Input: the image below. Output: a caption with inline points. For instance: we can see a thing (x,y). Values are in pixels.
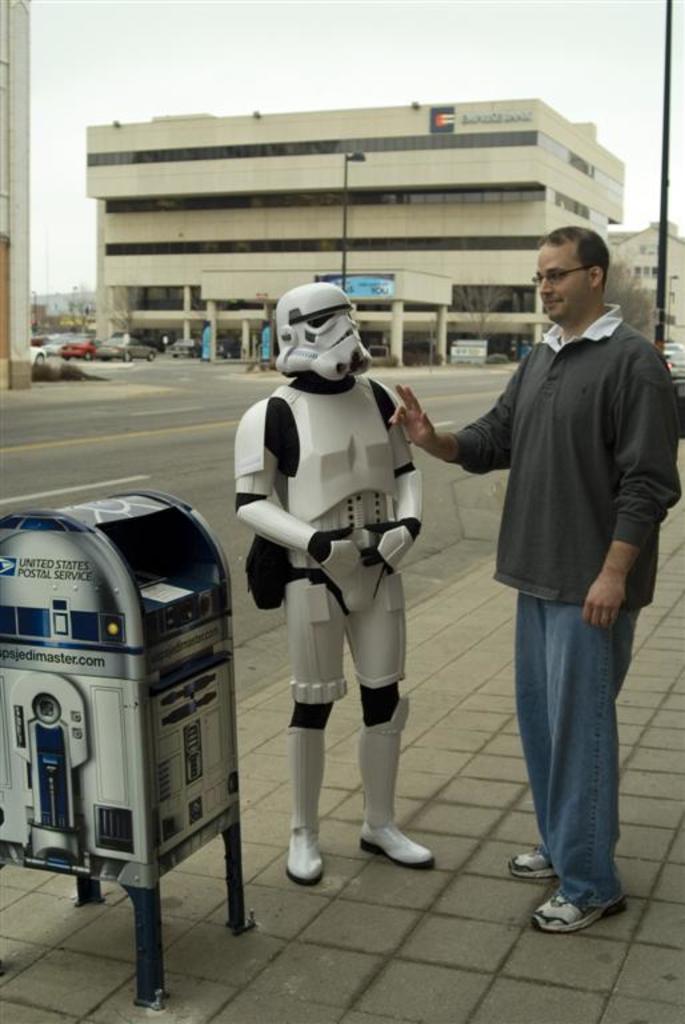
In this image, we can see a person (552,427) and stormtrooper (325,537). There is a mailbox (151,609) in the bottom left of the image (142,832). There is a building (122,183) in the middle of the image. There is a pole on the right side of the image (662,286). There is a sky (354,55) at the top of the image (364,55).
